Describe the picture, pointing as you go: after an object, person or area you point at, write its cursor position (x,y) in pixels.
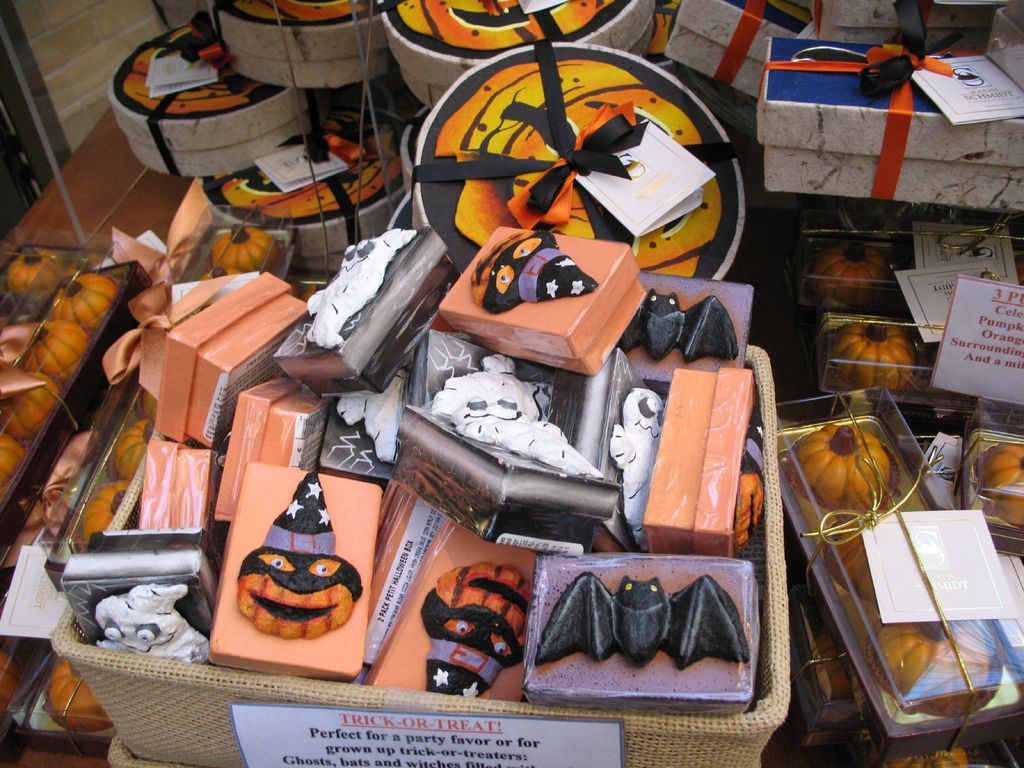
In this image we can see some boxes (504,468) in the basket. On the right side (914,627) we can see some pumpkins (909,646) packed in the boxes (845,577). We can also see some gift boxes (843,645) and some papers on it.
